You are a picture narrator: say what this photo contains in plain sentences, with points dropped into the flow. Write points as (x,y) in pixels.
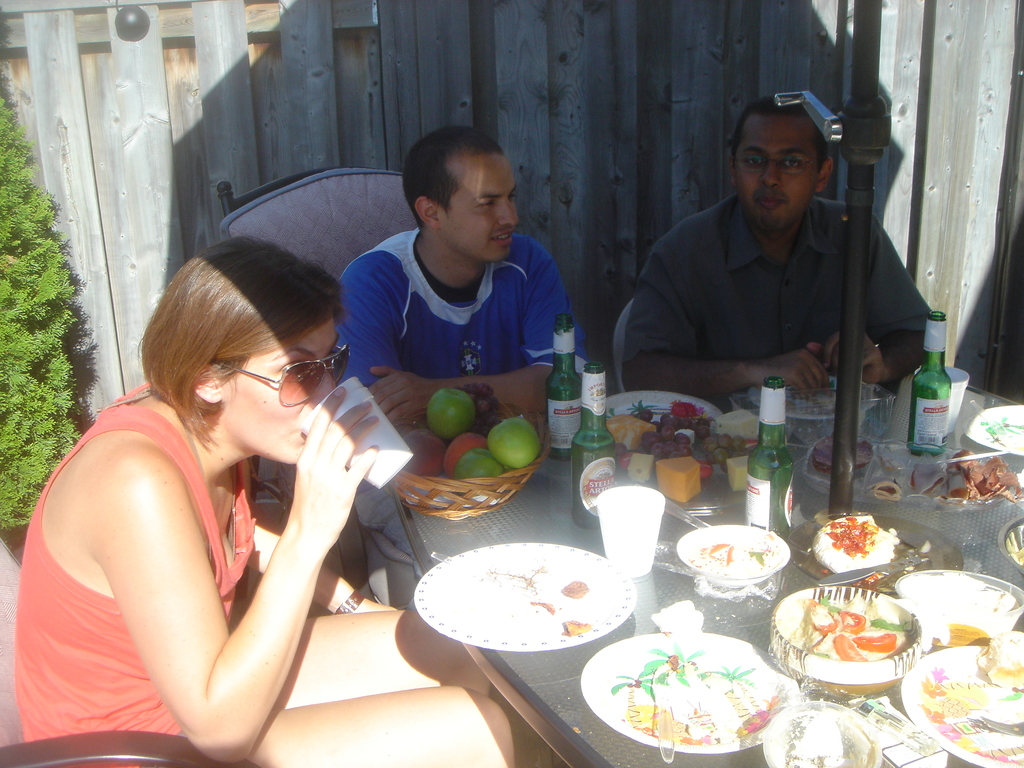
In this image we can see three persons (276,459) sitting on chairs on the sides of the table (974,518). On the table (536,508) we can see fruits basket (532,422), beverage bottles (590,411), serving plates (731,579) and desserts (659,438). In the background (248,172) we can see wooden grill (389,96) and a plant (34,328).
